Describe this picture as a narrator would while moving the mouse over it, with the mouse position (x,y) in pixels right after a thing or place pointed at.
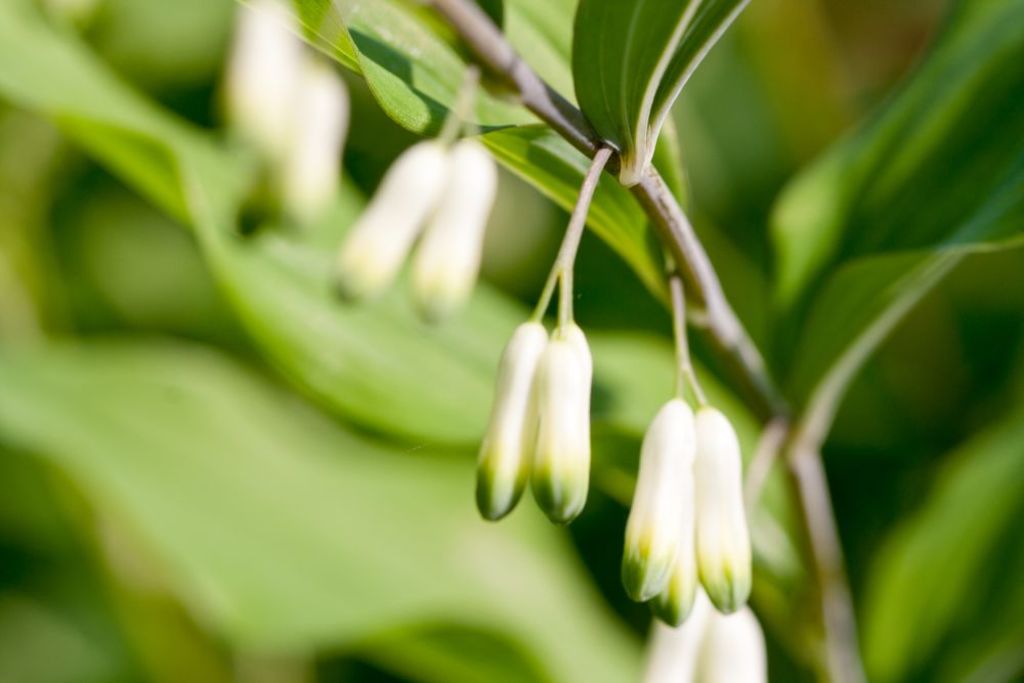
In this picture I can observe flower buds (411,203). They are in white and green color. The background (245,396) is blurred.
